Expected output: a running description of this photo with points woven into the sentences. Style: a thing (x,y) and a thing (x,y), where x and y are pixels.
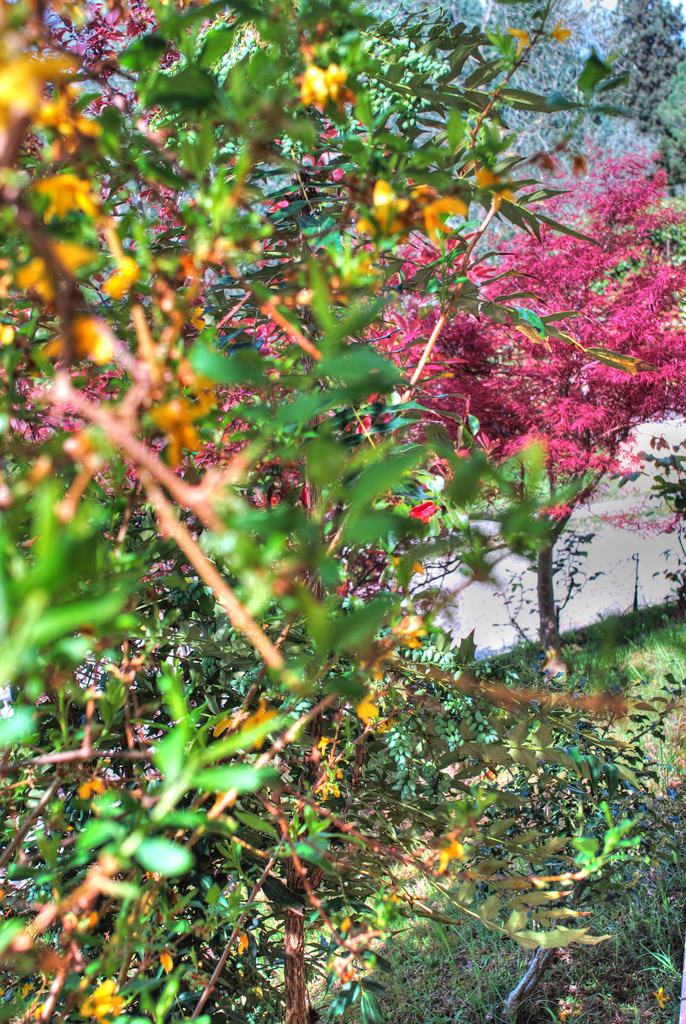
In this picture we can see the grass (637,635) and trees (305,231).
